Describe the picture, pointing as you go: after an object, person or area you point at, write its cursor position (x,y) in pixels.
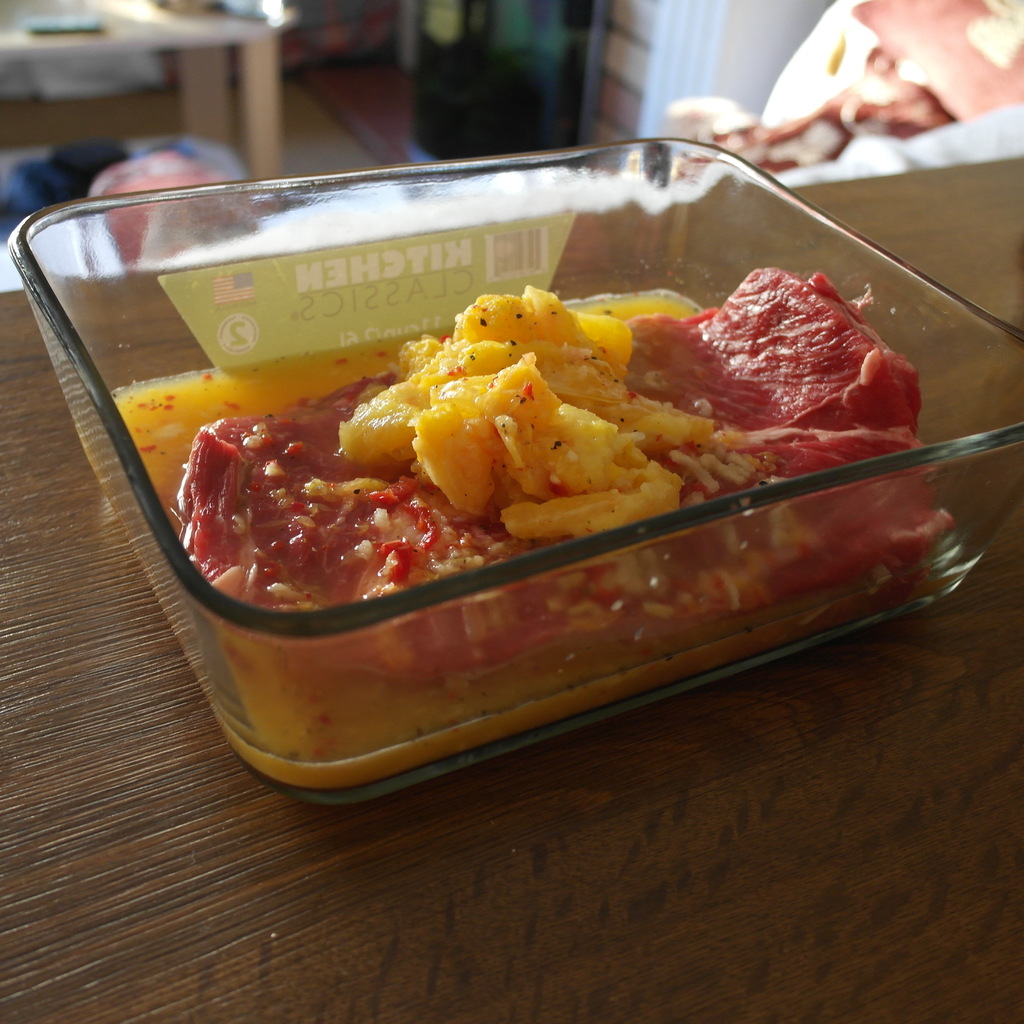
In this image we can see a food item (463,415) in a glass container (166,331) on the wooden surface (317,829). At the top of the image (211,92), we can see a table (184,37) and some objects (43,190).
